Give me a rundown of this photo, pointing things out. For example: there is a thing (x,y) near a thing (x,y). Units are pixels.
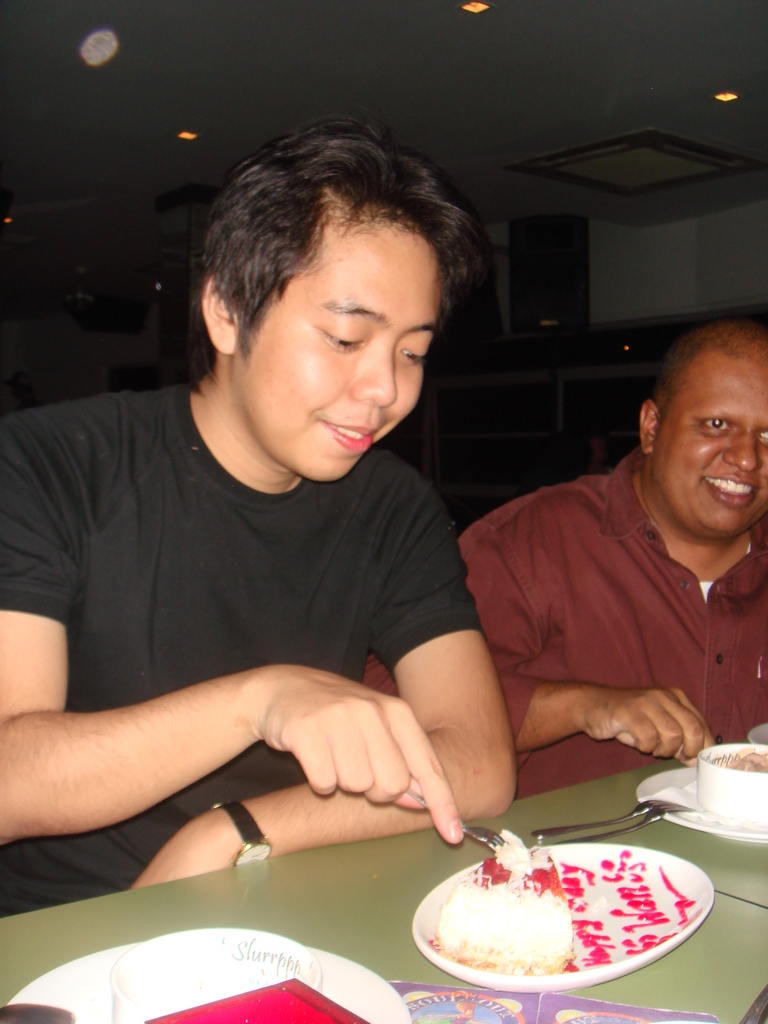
At the top (401,104) we can see ceiling (413,45) and lights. Here we can see two men (406,598) sitting on a chair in front of a table (717,853) and they both hold smile on their faces (683,511). On the table (717,941) we can see a plate (597,950) of food (513,945), forks (498,839) and spoons (559,831).
